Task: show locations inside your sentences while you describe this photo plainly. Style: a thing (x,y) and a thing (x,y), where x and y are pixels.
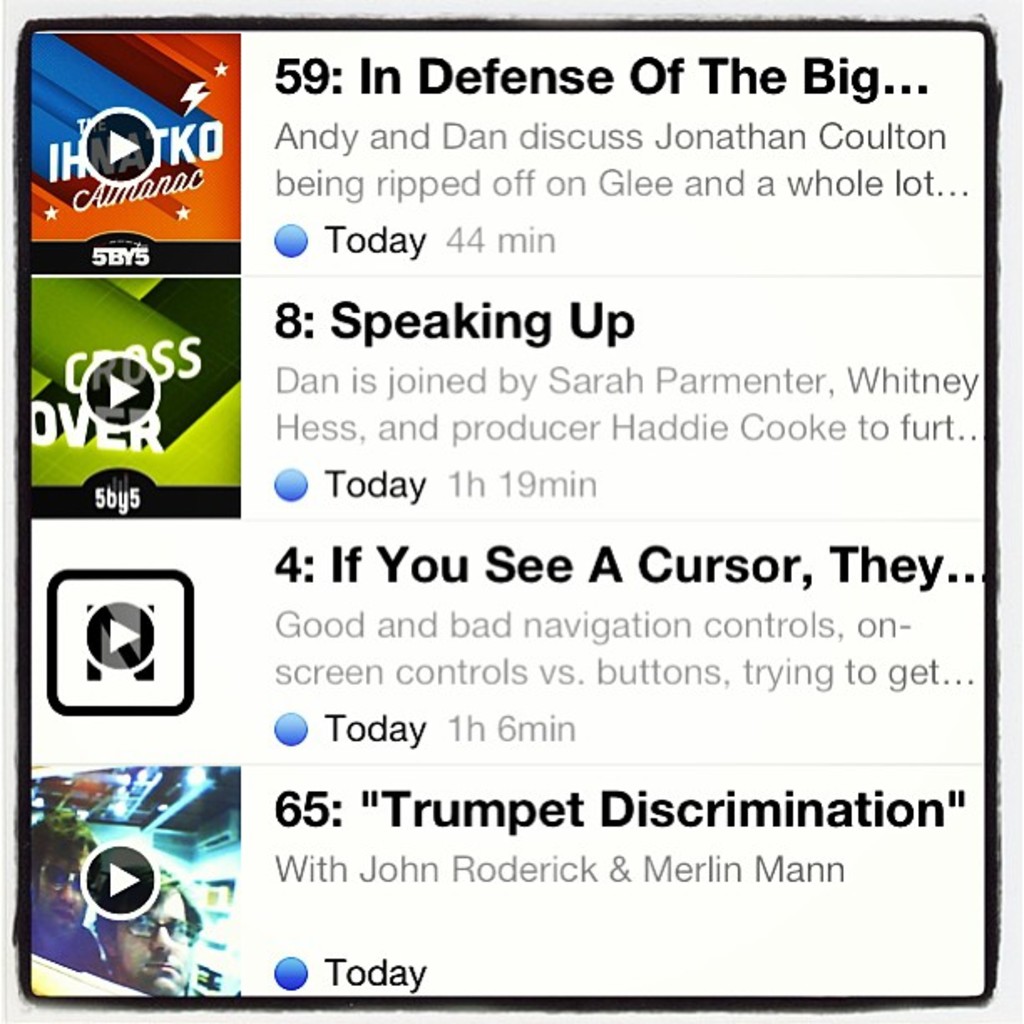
It is a screenshot and there are some headlines (480,572).
